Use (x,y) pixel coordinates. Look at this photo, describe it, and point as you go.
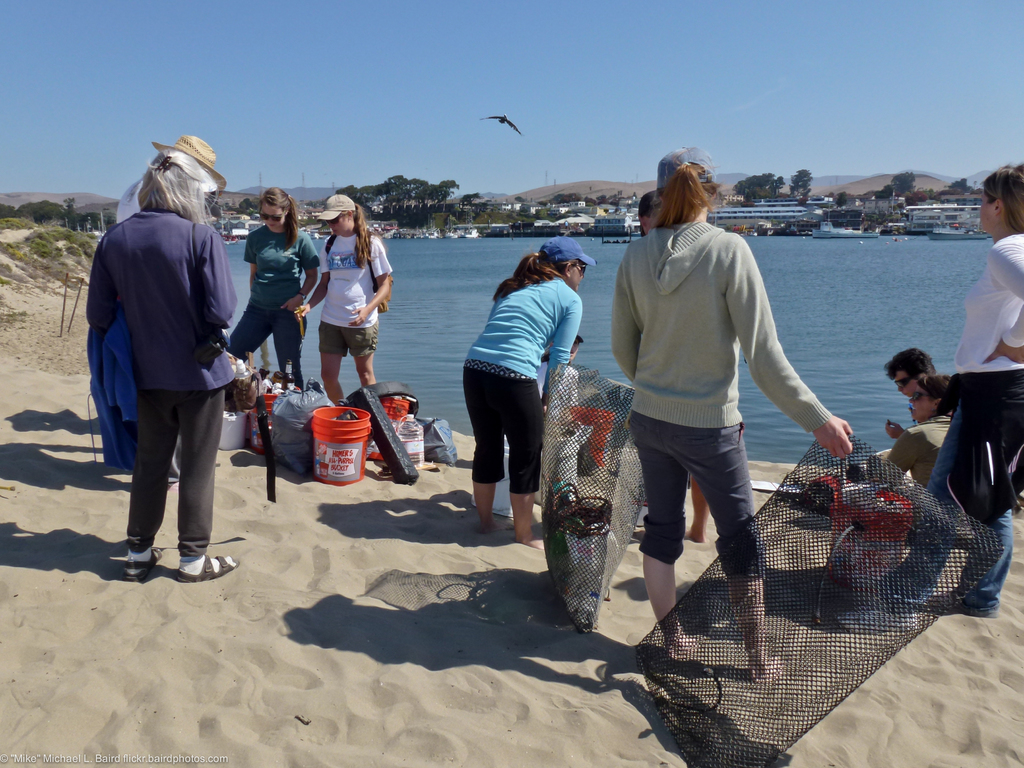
There are persons (1005,179) in different color dresses (990,273), some of them are standing and remaining are sitting on the sand surface (231,600) near water (776,256) of the river (409,374). In the background (533,138), there is a bird (516,130) flying in the air (503,143), there are boats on the water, there are buildings (556,227), trees (94,212) and there is blue sky (145,55).
